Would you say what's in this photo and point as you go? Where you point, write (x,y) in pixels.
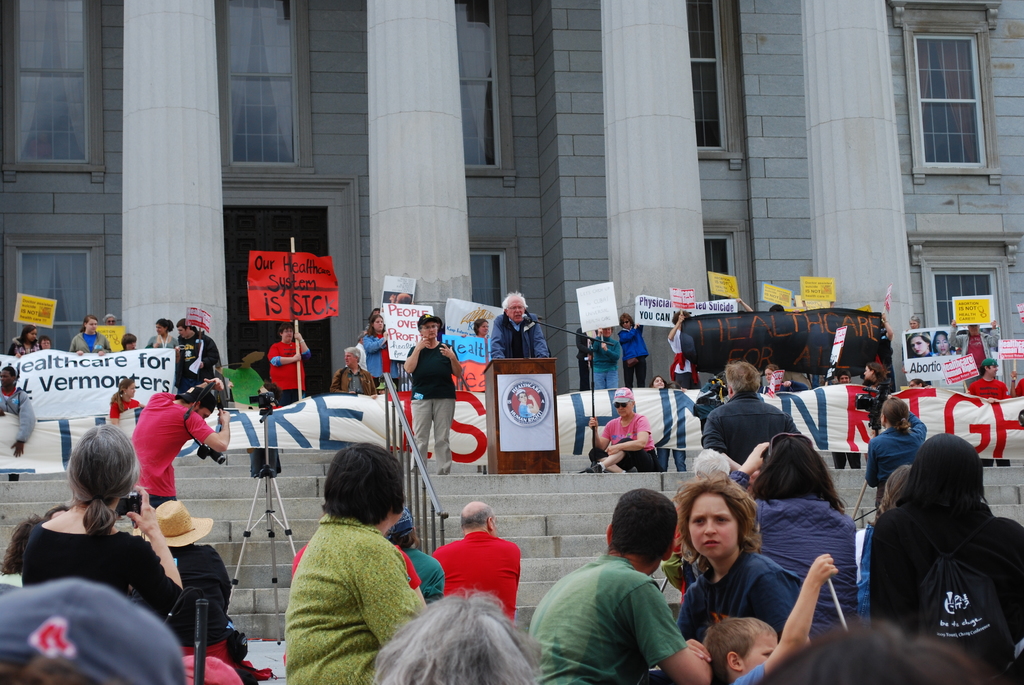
In the image there are many people (444,676) standing and sitting on steps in front of a building (528,139) with many windows (498,84) on it and some of them are holding banners (318,287).
